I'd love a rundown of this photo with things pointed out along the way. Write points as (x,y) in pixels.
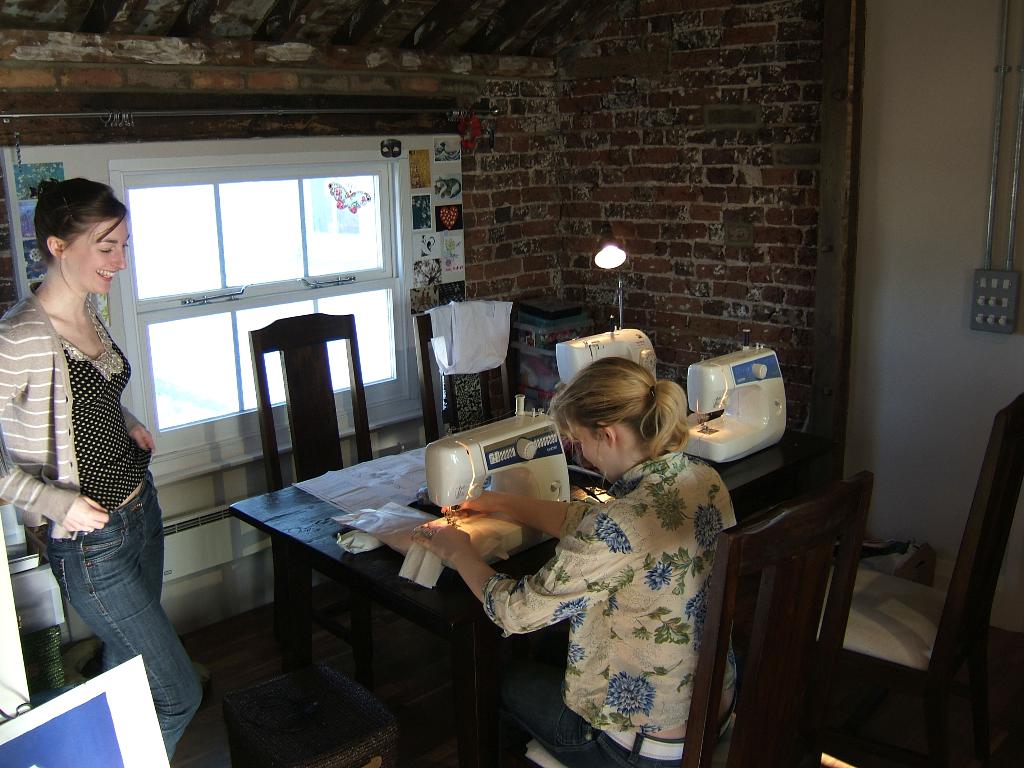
In the center (652,501) we can see one woman (657,587) sitting on the chair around the table (305,513), on table (368,560) there is a machine (437,460) and light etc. On the left (63,375) we can see one woman (86,403) standing and she is smiling. In the background (369,143) there is a window (297,236) and brick wall (618,179).
